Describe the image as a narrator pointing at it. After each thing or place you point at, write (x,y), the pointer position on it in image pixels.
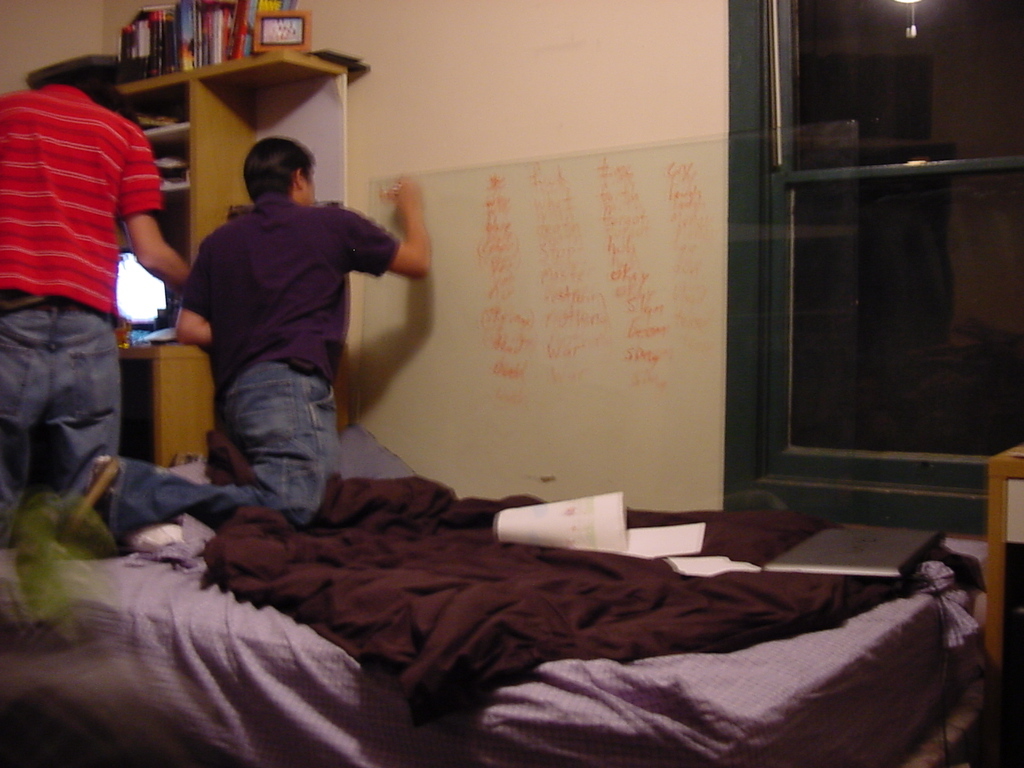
this picture shows a man (35,117) standing and a man (264,159) writing on the whiteboard (483,185) with marker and we see a shelf (209,162) and we see some books (237,43), picture frame (277,25) and a monitor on it and we see blankets (799,595) and laptop (795,559) and few papers (639,552) on the bed (561,763) and we see a table (1004,461) on the right (1012,462).
